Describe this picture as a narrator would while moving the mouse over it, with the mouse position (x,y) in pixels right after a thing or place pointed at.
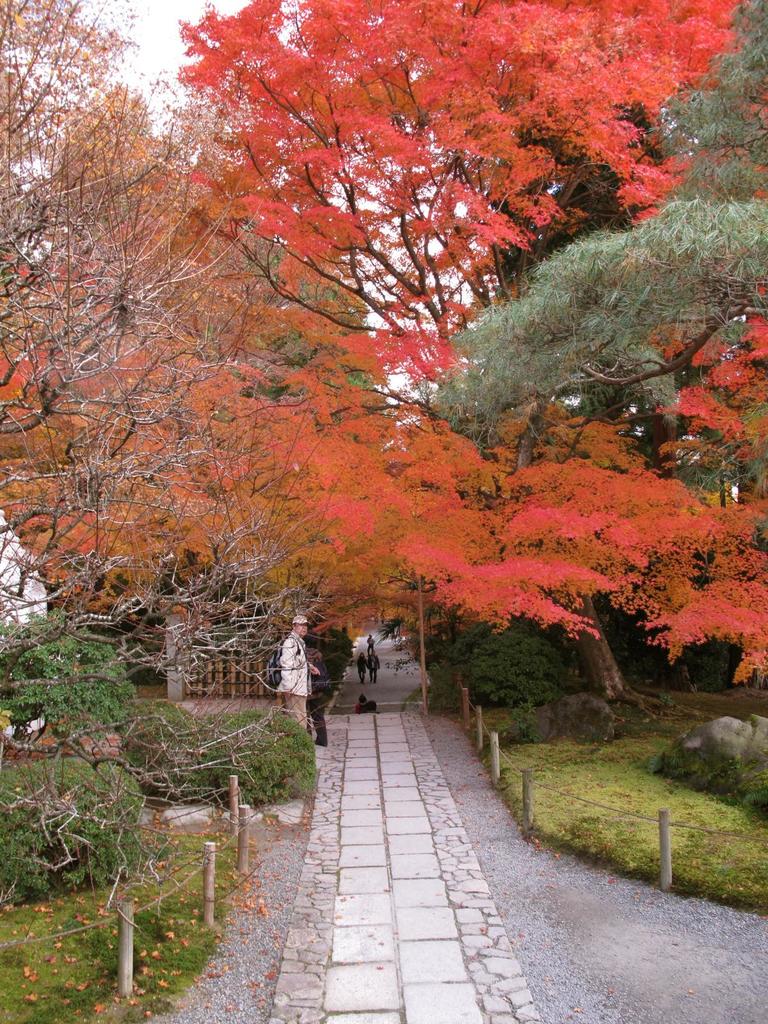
In the foreground of the picture (299,727) there are plants (722,797), rock (748,754), grass (559,815), path (263,896) and dry leaves (167,946). In the middle of the picture (297,582) we can see trees (388,629), people (304,663), walls (184,638) and plants (509,664). At the top (144,35) there is sky (161,13).
